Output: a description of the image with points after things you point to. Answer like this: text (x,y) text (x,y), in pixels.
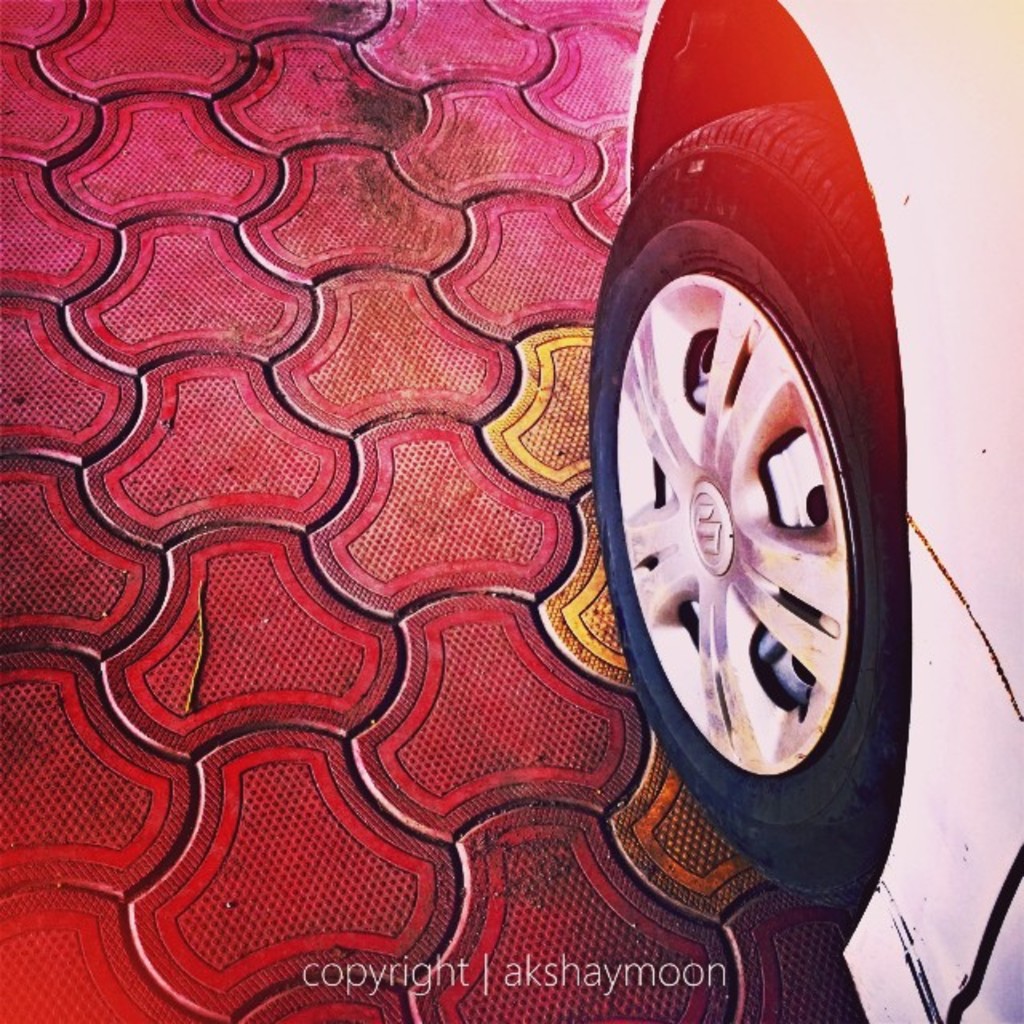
In this image on the right side (917,451) there is one car (914,497), and at the bottom (321,870) there is a floor (187,858).
